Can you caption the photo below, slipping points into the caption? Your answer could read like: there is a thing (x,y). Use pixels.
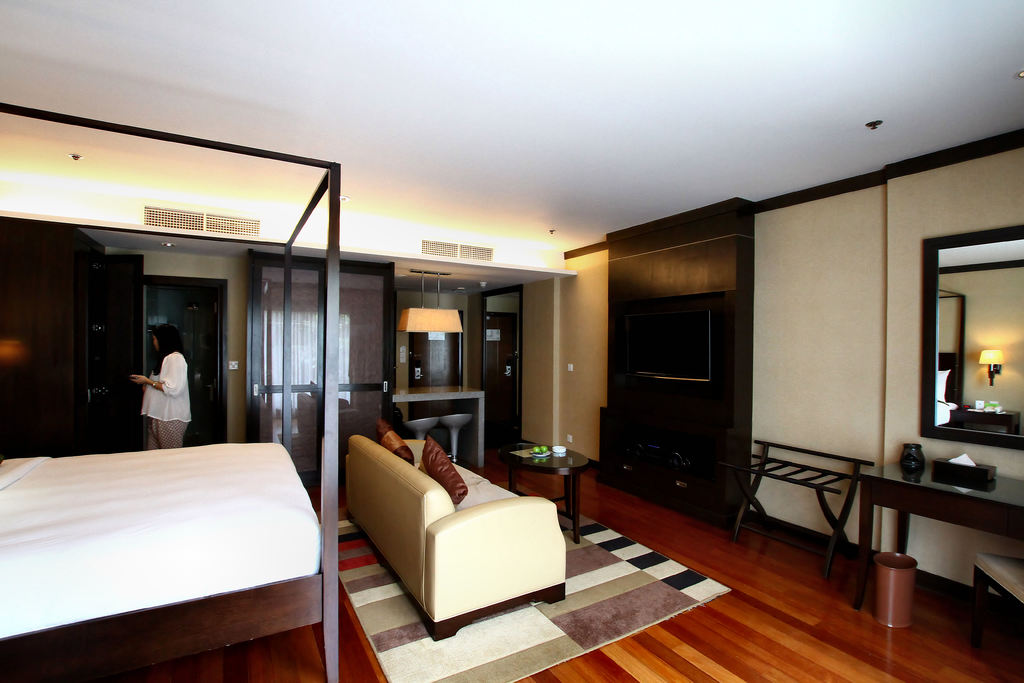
In this image i can see a woman (185,377) is standing on the floor (658,542). I can also see there is a bed (289,516), a couch (431,509), a mirror (984,305) and a table (958,492).
